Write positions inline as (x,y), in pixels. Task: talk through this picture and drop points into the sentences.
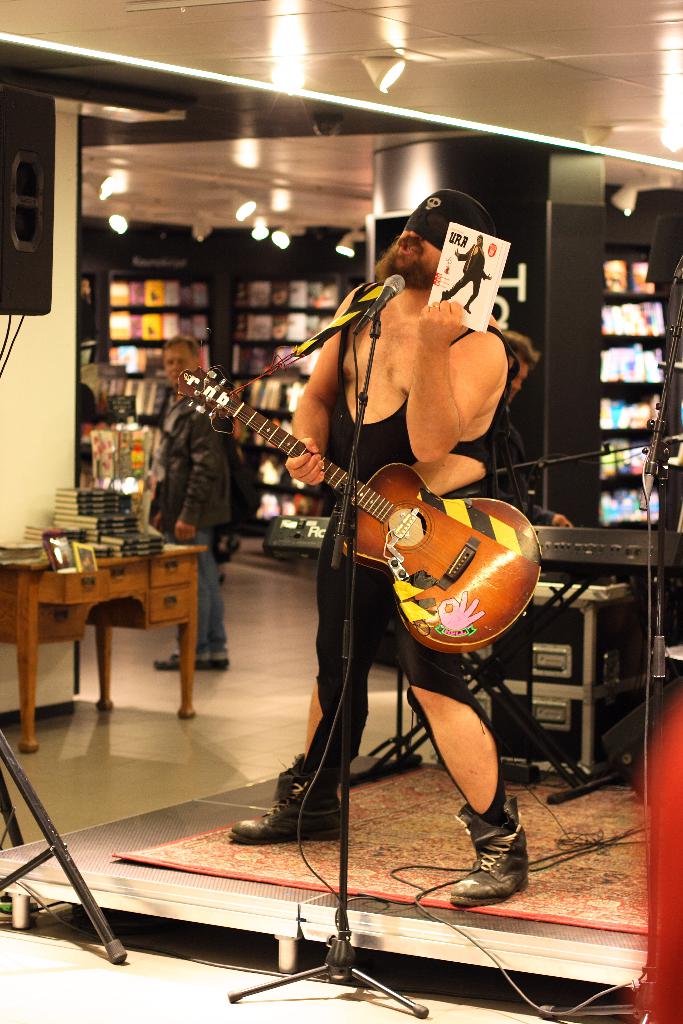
This image is clicked inside a building (381,199). There are three people (453,688) in this image. In the middle (417,347) the man (408,638) is standing and singing on the dais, and holding a guitar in his hand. There is a mic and mic stand (346,563) in front of him. In the background (306,306) there is a rack (198,331) in that some books (198,317) are kept.
